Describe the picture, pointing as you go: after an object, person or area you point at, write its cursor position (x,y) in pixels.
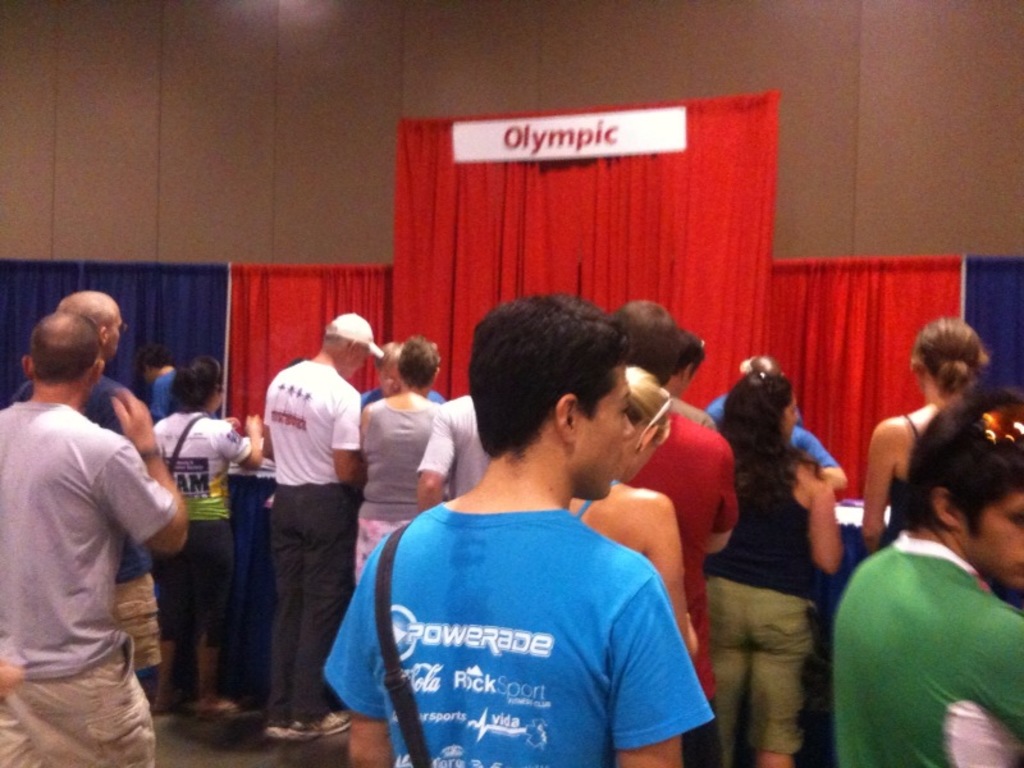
In this image there are so many people (488,512) standing on the floor (237,713). In front of them there is a curtain (577,237) on which there is a board (631,122). On the left side (27,278) there are two curtains (102,278) in front of them. There are few people (291,421) standing near the table (244,468) and talking with the persons (389,370) who are wearing the blue colour t-shirt (171,398). In the background (197,198) there is wall (344,53).
